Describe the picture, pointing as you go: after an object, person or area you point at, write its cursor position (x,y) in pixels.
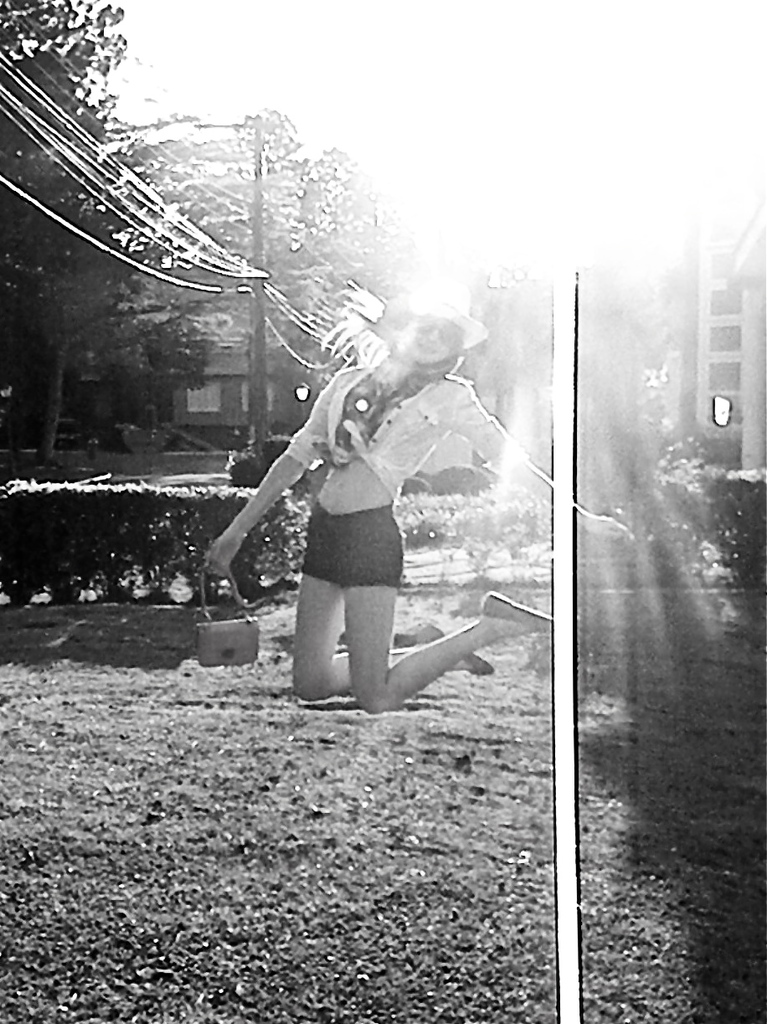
In this image we can see a woman (326,552) holding a bag (222,641). Behind the woman (300,654) we can see the plants (161,517), pole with wires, trees (182,387) and buildings (224,426). In the foreground (570,468) we can see a white line (575,848) on the image. At the top (282,100) we can see the sky (252,105).
